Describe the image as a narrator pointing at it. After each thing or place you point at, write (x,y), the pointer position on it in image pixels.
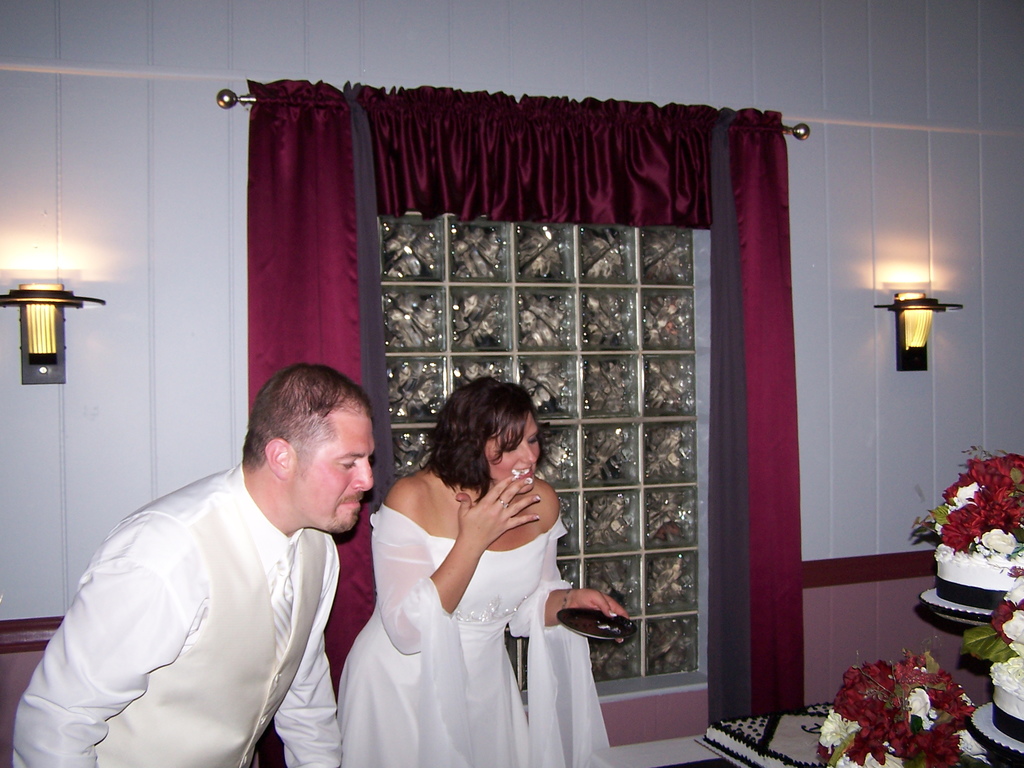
There is a man (333,582) and woman (412,603). Woman (441,609) is holding a plate (575,629). On the right side (1000,679) there are cakes (988,595). Near to that there are flowers (902,677). In the background (617,299) there is a wall (215,161) with a window (523,278) and curtains (506,202). On the wall (952,279) there are lights (29,349).
